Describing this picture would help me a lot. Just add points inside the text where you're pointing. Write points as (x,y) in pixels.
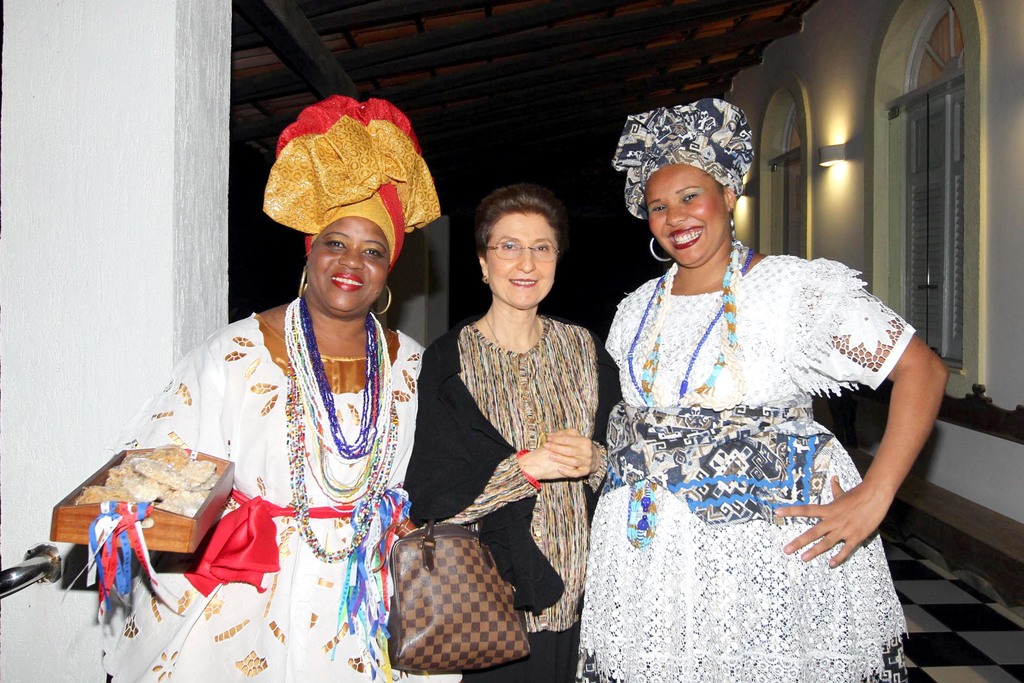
This picture shows three women (860,637) standing with a smile (687,237) on their faces (534,275) and a woman (451,495) holds a handbag (393,611) in her hand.
